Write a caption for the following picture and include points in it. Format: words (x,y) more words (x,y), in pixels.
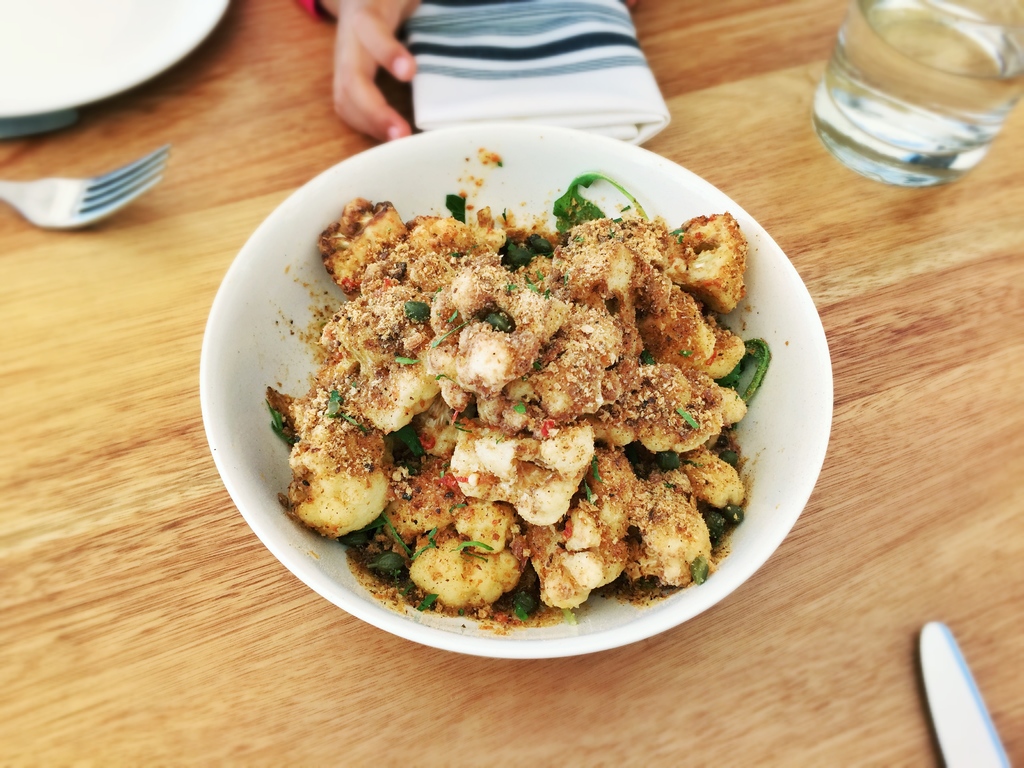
In this picture I can see a white bowl (505,202) in front (429,271), on which there is food (628,361) which is of green and brown color and the bowl (799,458) is on the brown color surface (228,269) and I can see a glass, a knife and a fork (122,201). On the top of this picture (112,80) I can see a white color plate (40,53), a cloth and a hand (341,46) of a person (393,46).
